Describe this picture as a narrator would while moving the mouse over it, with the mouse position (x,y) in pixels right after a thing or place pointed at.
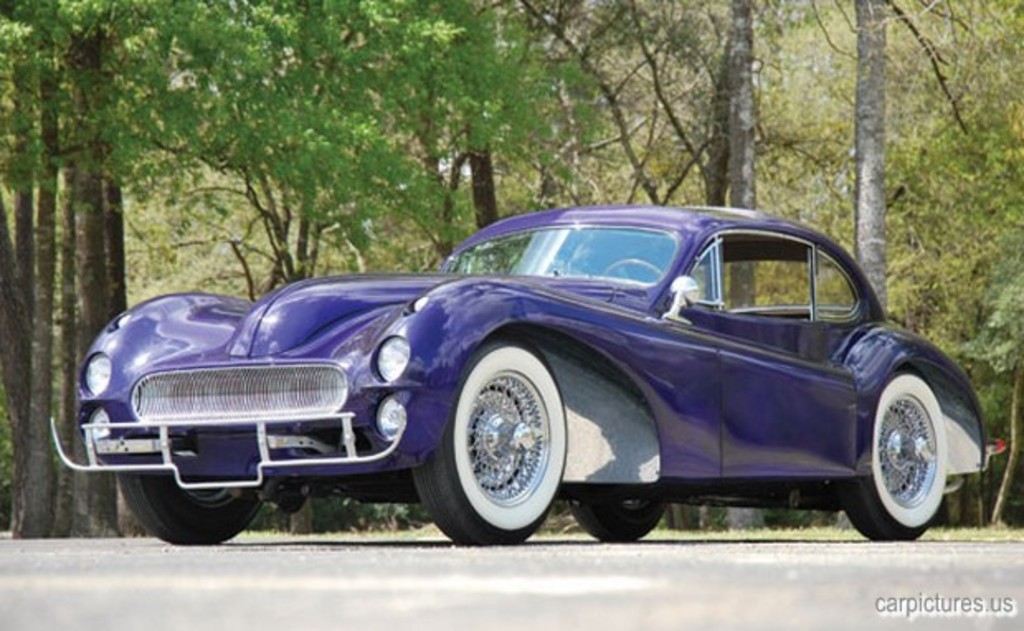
In this image there is a blue color car (472,420) in middle of this image (479,409) and there are some trees (601,203) in the background (604,141). There is a text logo (918,603) at bottom right corner of this image (928,602) and there is a road (524,581) at bottom of this image (451,596).
